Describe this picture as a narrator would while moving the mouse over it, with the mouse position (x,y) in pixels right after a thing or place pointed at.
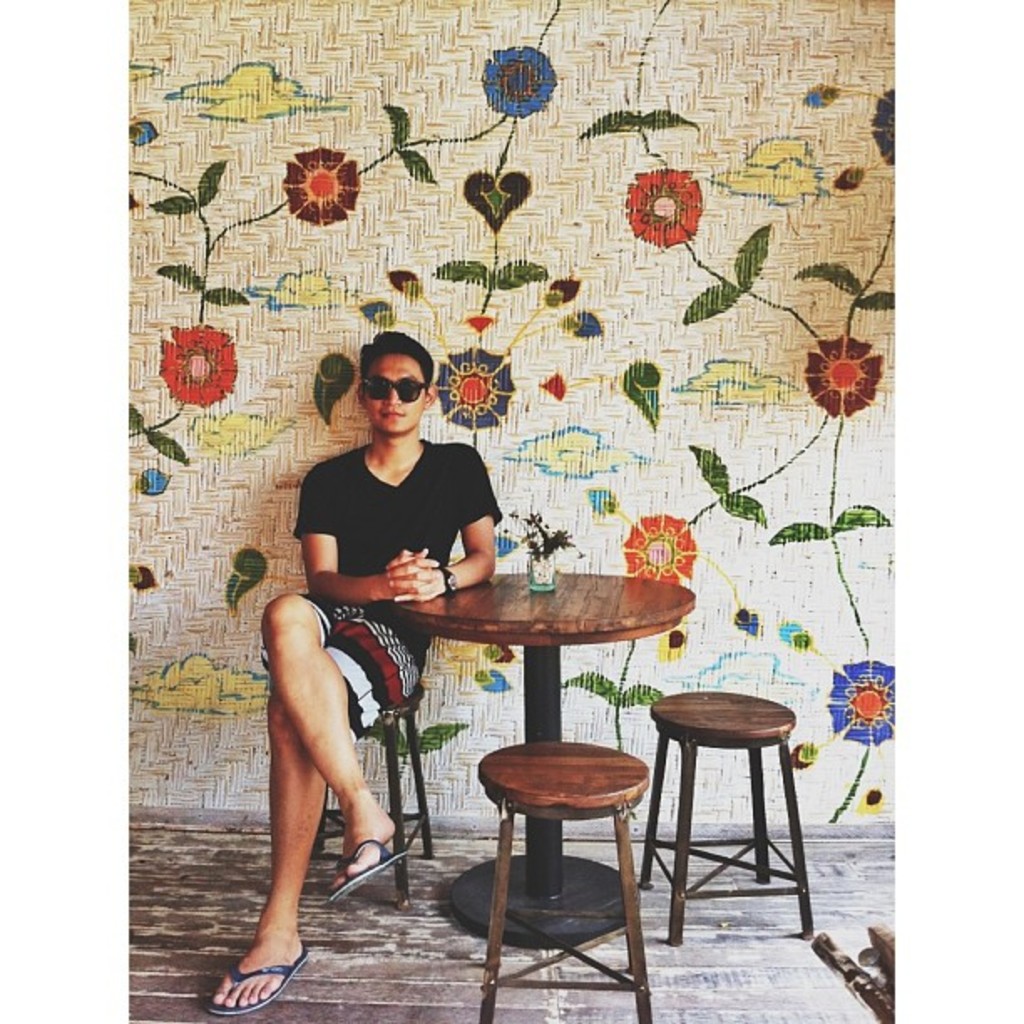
In this picture we can see a man (323,665), he is seated on the chair (397,749) and he wore spectacles (375,379), beside to him we can find a table (600,627) and few chairs (518,790).
